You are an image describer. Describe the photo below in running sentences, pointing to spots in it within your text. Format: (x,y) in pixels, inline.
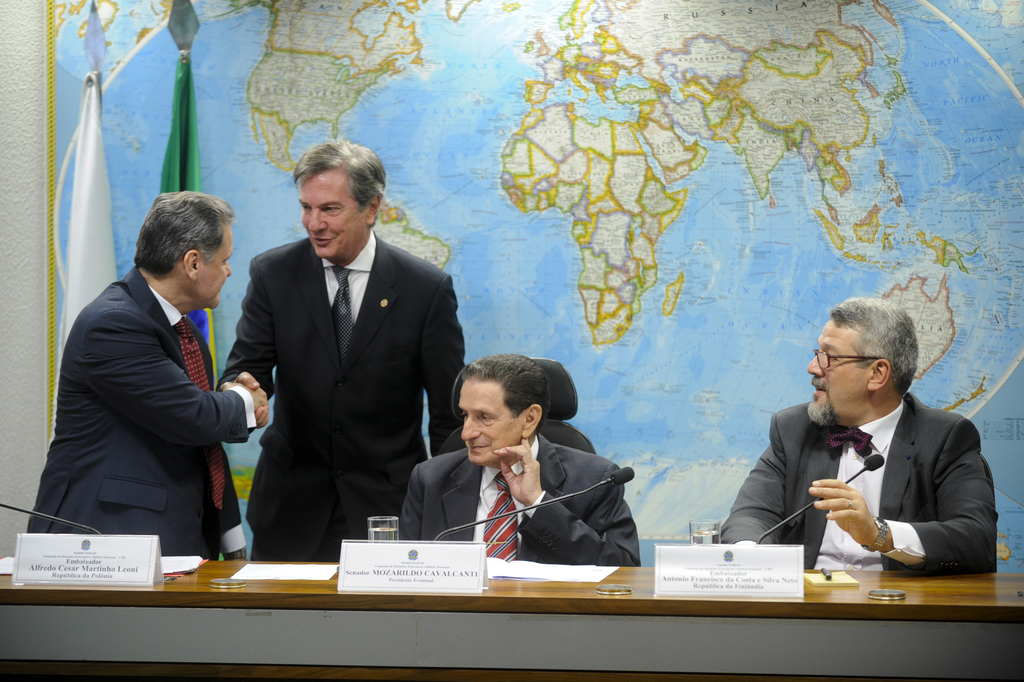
In this image we can see people (122,389) wearing suits (374,416). At the bottom of the image (333,594) there is table (157,589) with name boards (152,571) and glasses (717,529). In the background of the image (574,63) there is map (485,38) on the wall (31,60). There are flags (184,142).
